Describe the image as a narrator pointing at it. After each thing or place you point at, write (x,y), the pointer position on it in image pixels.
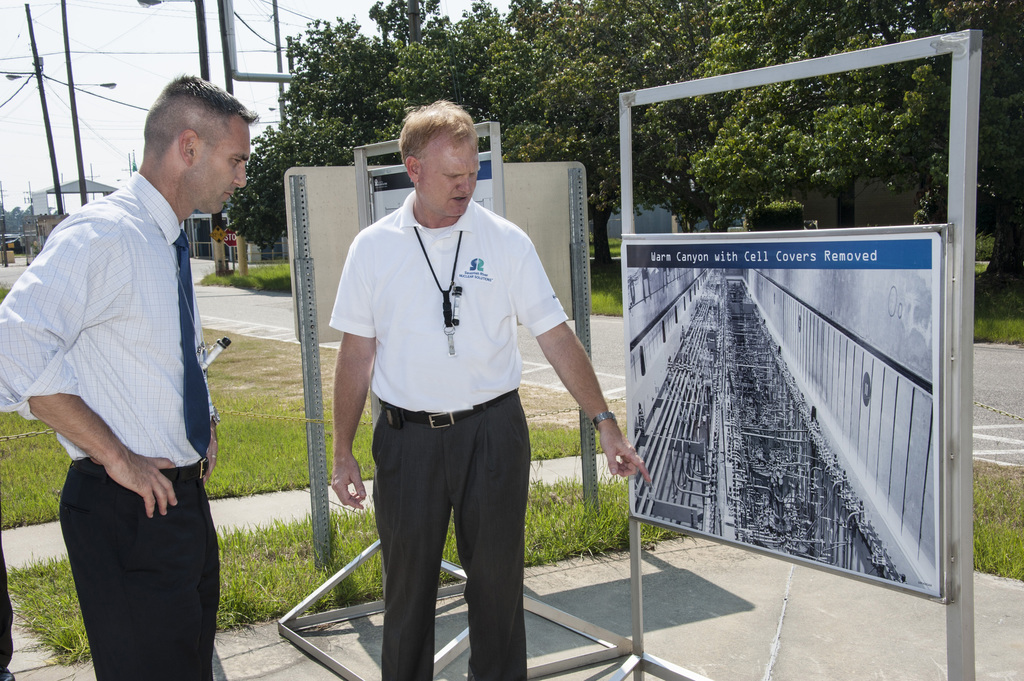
In this image I can see two men (174,278) are standing. I can see one of them is wearing shirt (107,285), a tie (181,273) and black pant (139,501). On the right side of this image (741,381) I can see few boards (763,322), number of trees (1004,6), grass (980,293), a road (1000,389) and on these boards (751,240) I can see something is written. In the background (67,32) I can see number of poles (205,79), street lights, wires (6,104) and few buildings (60,216).
